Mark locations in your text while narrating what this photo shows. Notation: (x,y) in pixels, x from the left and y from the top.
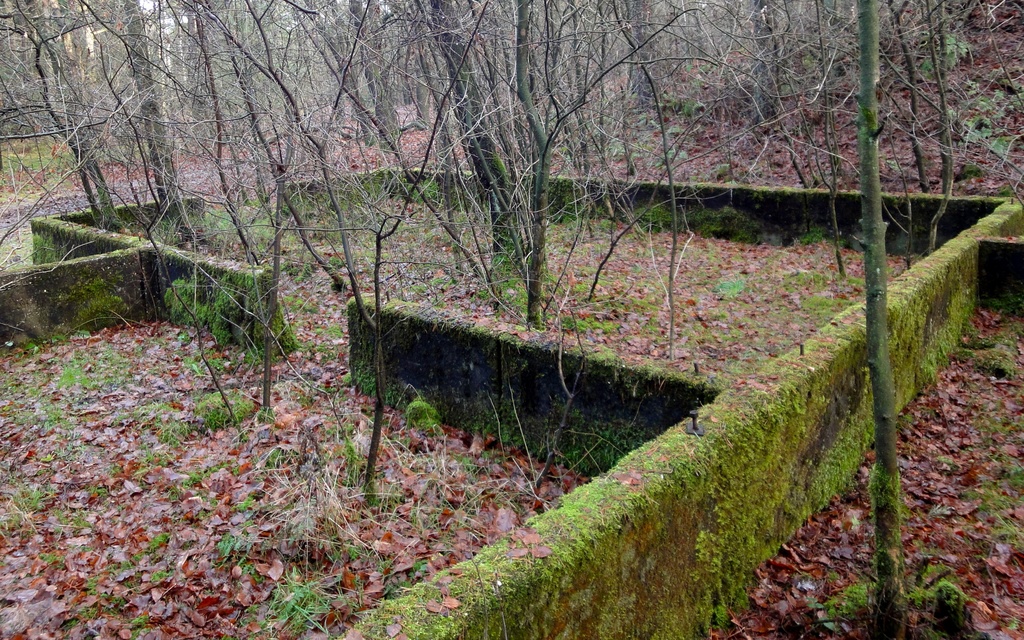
In this picture we can see walls (858,397), dried leaves (525,513) and trees (252,60) on the ground (341,324).
